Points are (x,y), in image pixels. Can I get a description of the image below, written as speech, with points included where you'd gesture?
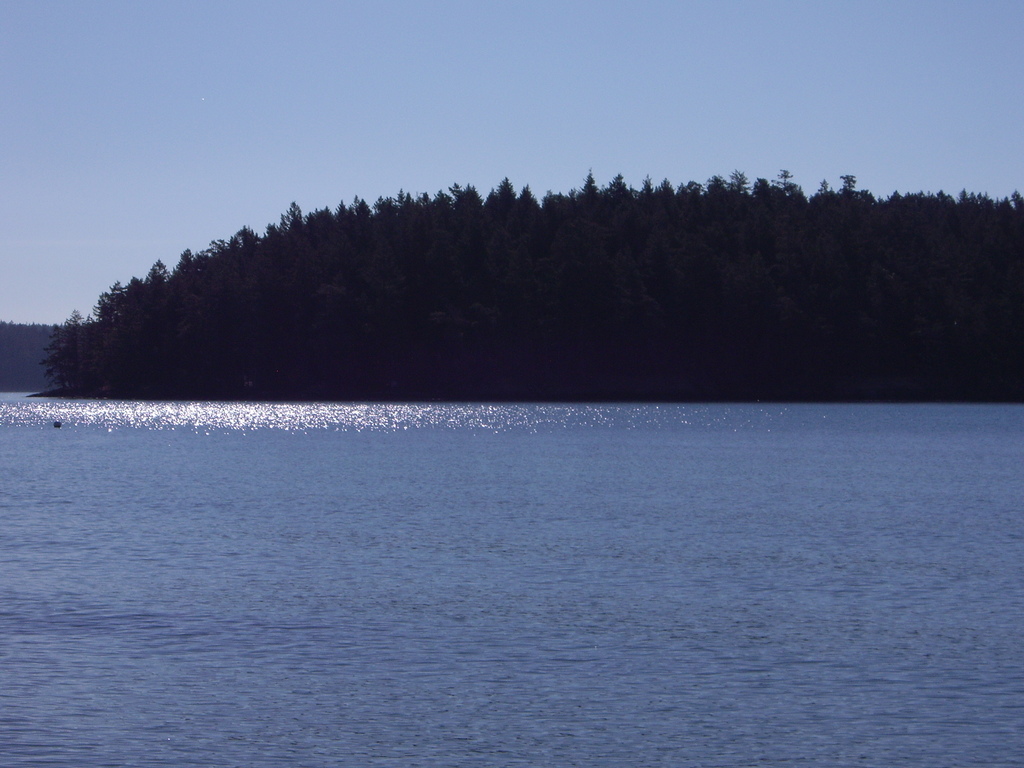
In this picture I can see the water (295,442) in front (770,486) and in the middle of this picture (427,309) I can see number of trees (756,269). In the background (431,158) I can see the clear sky (317,44).
